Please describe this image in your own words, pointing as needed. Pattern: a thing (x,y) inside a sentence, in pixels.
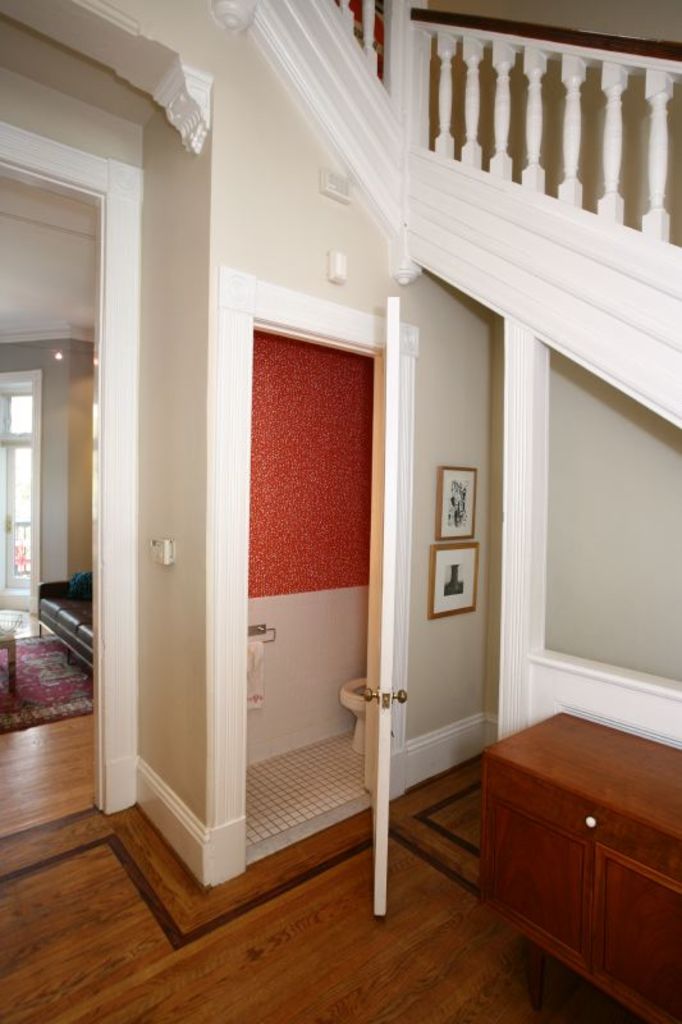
This picture is taken in inside of the house (115,746), in this image in the foreground (539,797) there is a table (553,890), door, toilet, towel (253,704) and some photo frames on the wall (429,659). On the left side (91,665) there is a couch (74,612), window (1,574), carpet (42,653). At the bottom (64,896) there is floor (326,925) and at the top (655,181) there is railing (661,193).
